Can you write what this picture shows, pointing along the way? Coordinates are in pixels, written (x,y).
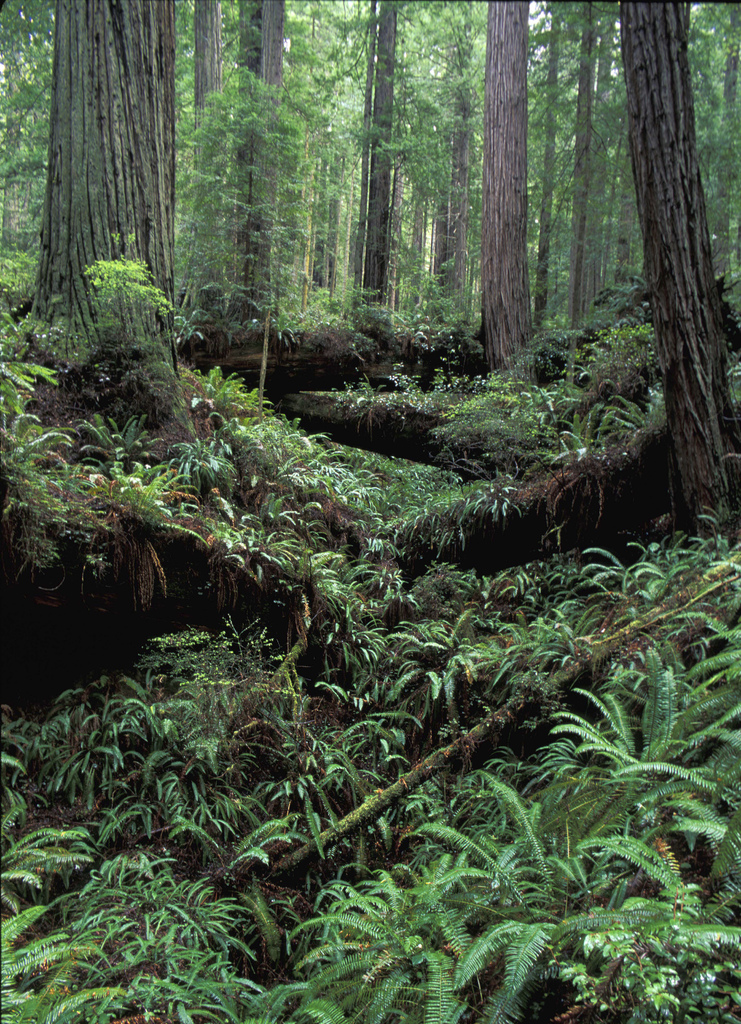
In this image I can see few trees (595,60) in green color.
